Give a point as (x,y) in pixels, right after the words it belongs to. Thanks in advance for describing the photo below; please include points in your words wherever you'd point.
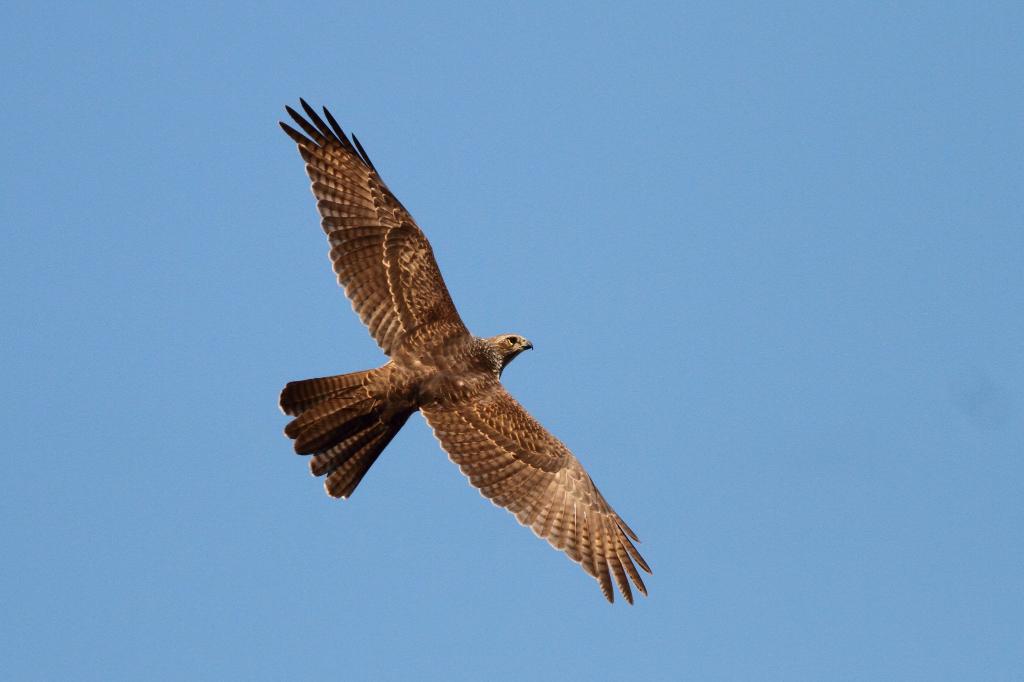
In the center of the image (467,436) we can see a bird (358,383) flying in the sky (651,481).
